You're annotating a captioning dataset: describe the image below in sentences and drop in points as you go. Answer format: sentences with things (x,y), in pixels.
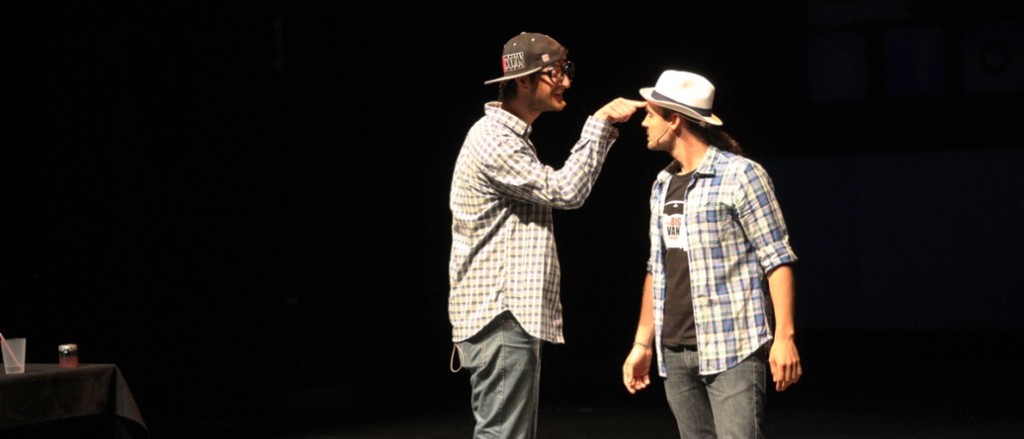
In this image we can see two persons (528,228) who are wearing check shirts (538,265), jeans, caps (644,94) which are of different colors and one of the person (539,85) wearing goggles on left of the image (45,369) there is table (36,399) on which there is black cloth (37,379), bottle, glass (15,365) and background of the image (763,99) there is black color sheet (771,87).
